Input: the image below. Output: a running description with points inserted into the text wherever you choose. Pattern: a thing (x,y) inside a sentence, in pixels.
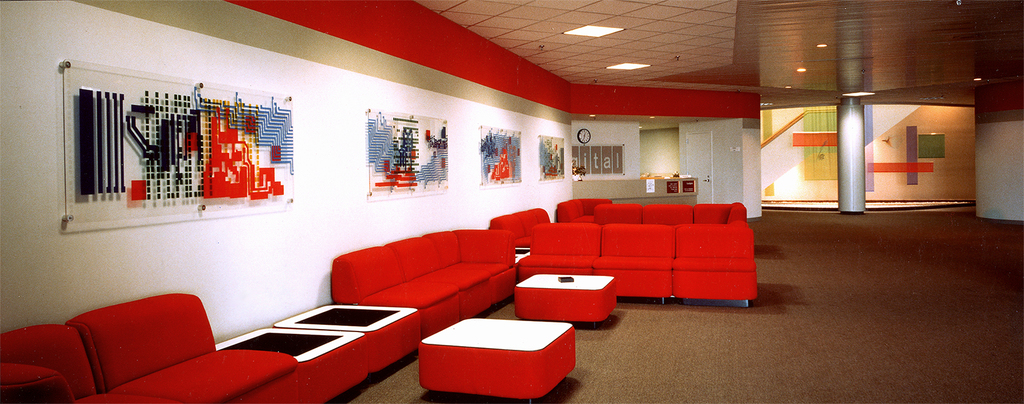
The image looks like it is clicked inside a building (921,275). To the left (318,270), there are red sofas (86,339), wall (343,236) and glass poster (206,152). To the right (860,143), there is a pillar (851,158). In the background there is a wall clock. To the top (632,46), there is a roof (645,29) along with light (576,33).
